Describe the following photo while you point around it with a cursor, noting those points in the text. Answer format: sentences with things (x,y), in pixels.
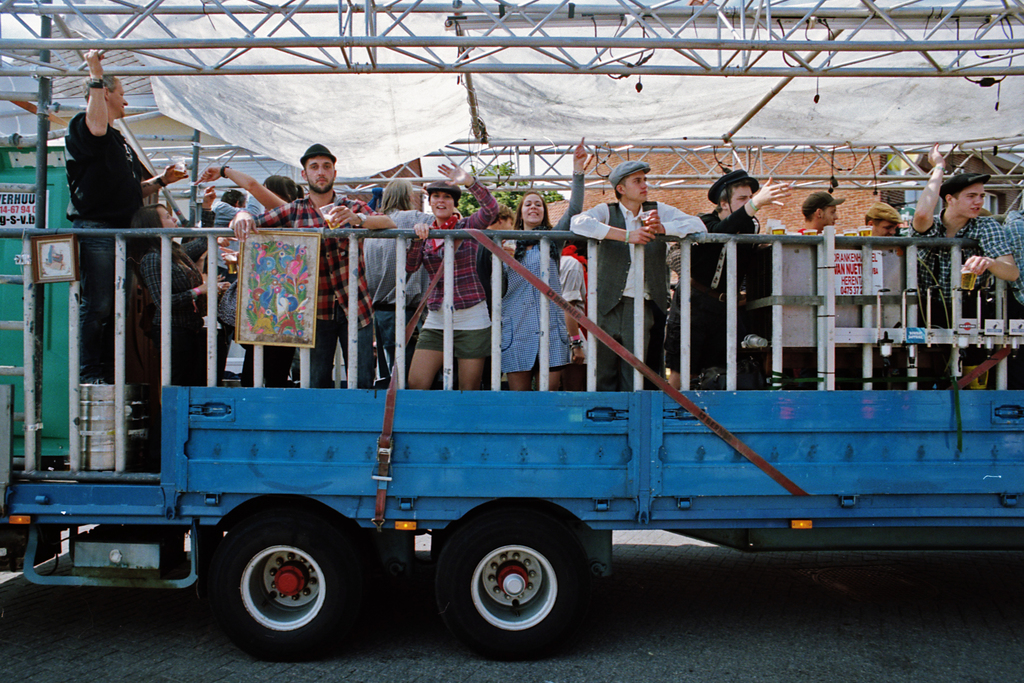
In the image there are many people (585,282) standing on the truck (535,403) and above them there is cloth (691,62) and over the background (793,205) there is wall (690,201), in front of the cloth (248,115) there is metal frame (43,44).
